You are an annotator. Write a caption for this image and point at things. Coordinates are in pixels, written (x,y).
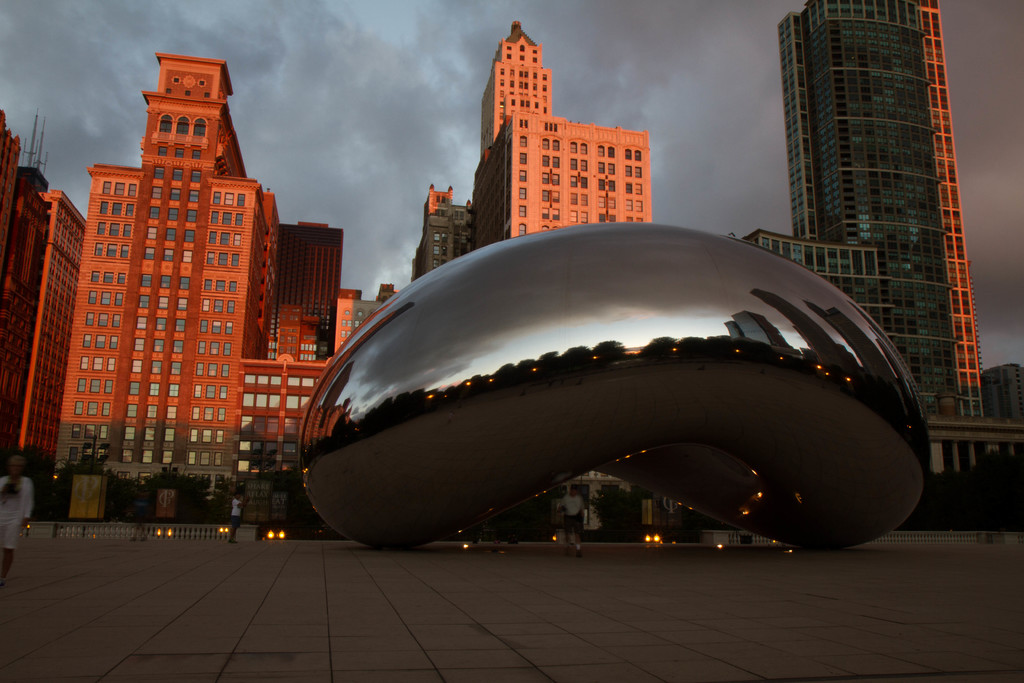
In this image there is person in the left corner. There are people (242,496), circular object (859,476) in the foreground (830,450). There are skyscrapers (161,407), trees (216,491) in the background (896,219). There is a road (319,559) at the bottom (337,560). And there is a sky (440,182) at the top (18,35).
